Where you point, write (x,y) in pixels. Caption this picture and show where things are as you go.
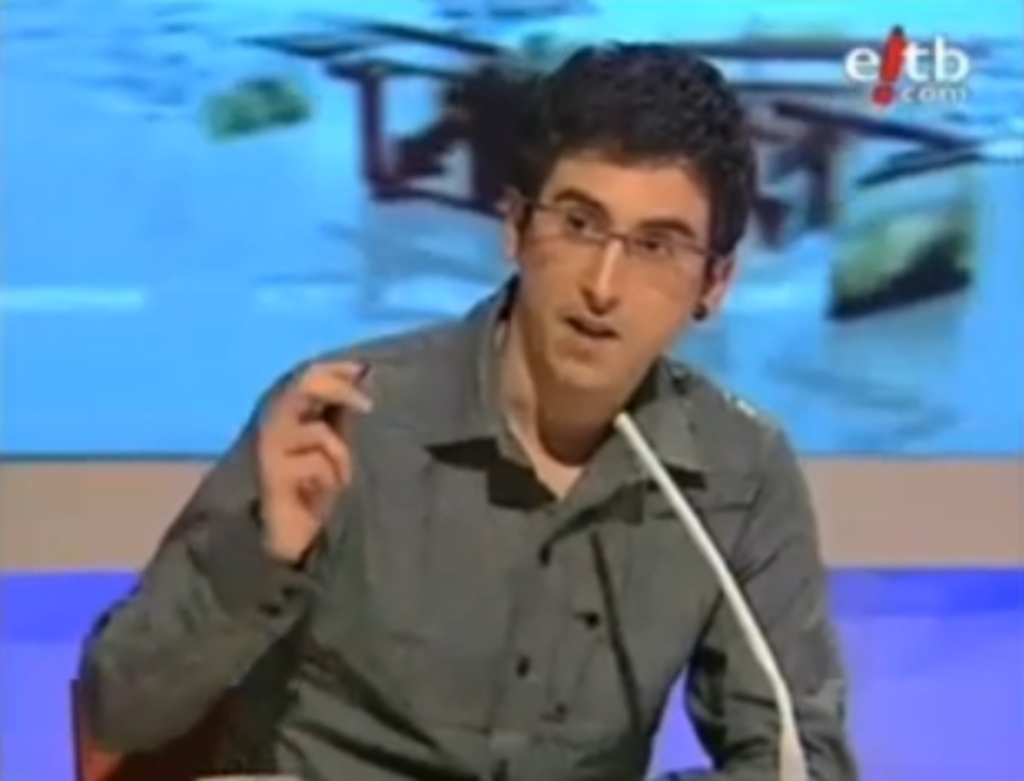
In this picture there is a man (536,327) in the center of the image (506,469) and there is a mic (630,425) in front of him, there is a poster (967,117) in the background area of the image (479,153).
